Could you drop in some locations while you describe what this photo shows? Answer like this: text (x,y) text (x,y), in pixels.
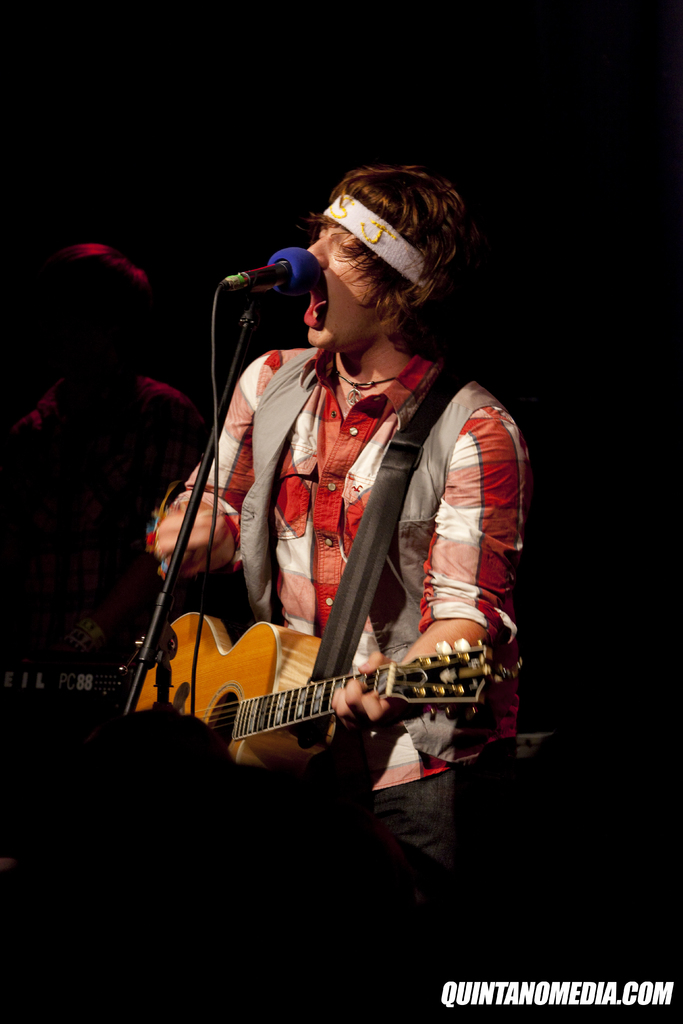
There is a man (317,559) singing on mic (302,273) and playing a guitar (254,691) and the background (113,89) is whole dark.
